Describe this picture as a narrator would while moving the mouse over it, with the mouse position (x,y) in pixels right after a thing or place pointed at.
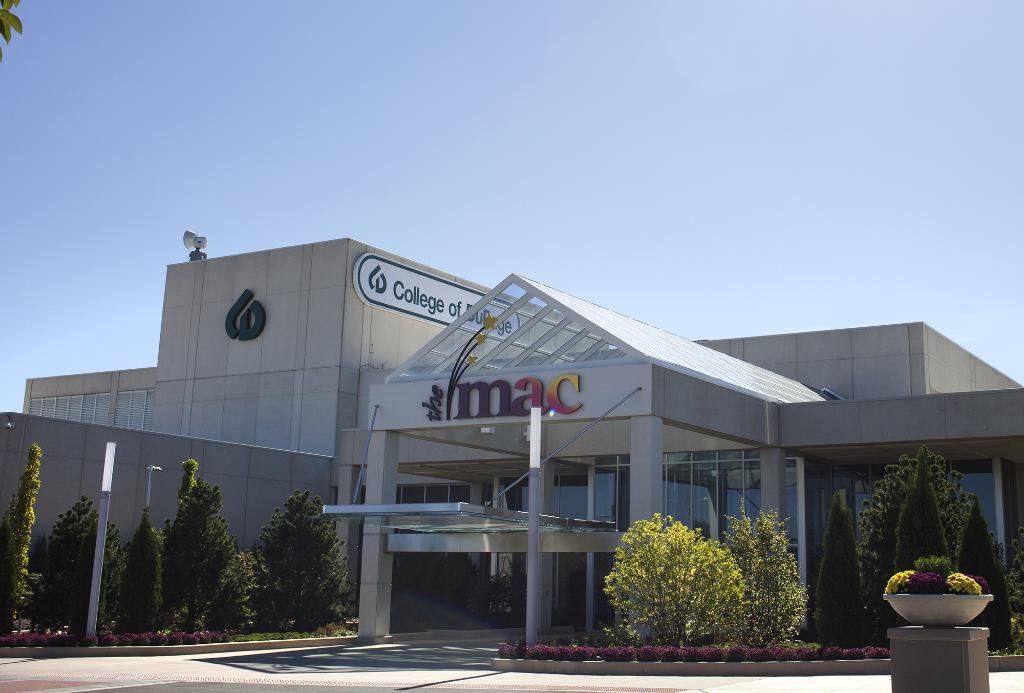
In this image we can see a building (476,465) with windows (448,561), roof (580,346), a logo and a sign board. We can also see a group of trees (261,570), plants (697,591) and a pole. On the backside (344,179) we can see the sky (404,173) which looks clear.
